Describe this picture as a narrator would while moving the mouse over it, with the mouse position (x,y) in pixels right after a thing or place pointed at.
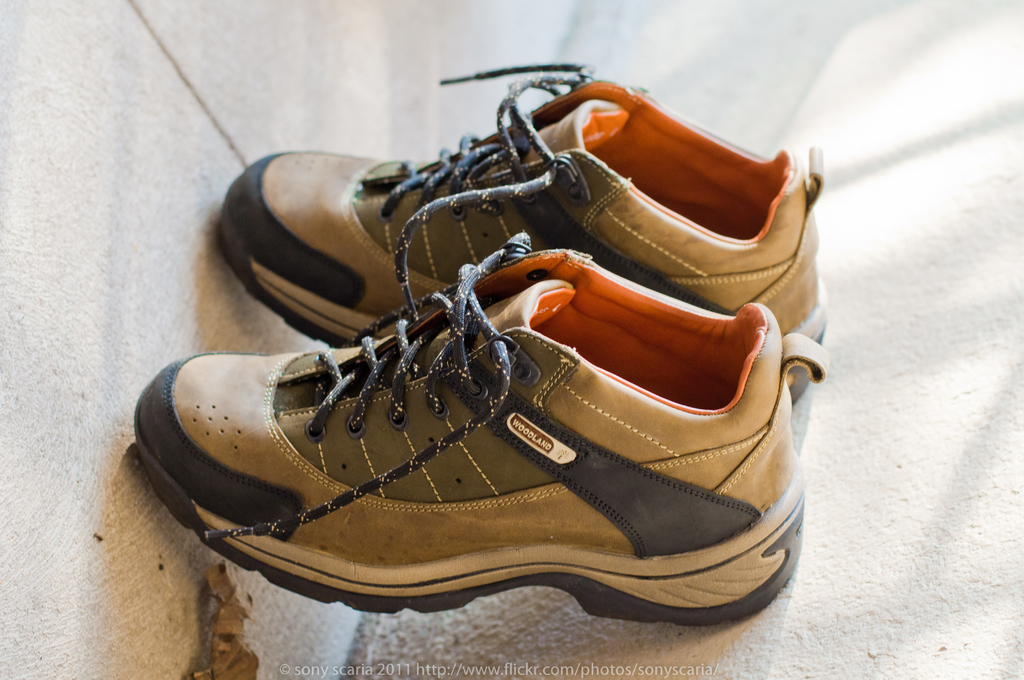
In this image we can see the pair of woodland shoes (568,397) on the surface (851,607). We can also see the wall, dried leaf (224,597) and also the text (543,671) at the bottom (543,668).
